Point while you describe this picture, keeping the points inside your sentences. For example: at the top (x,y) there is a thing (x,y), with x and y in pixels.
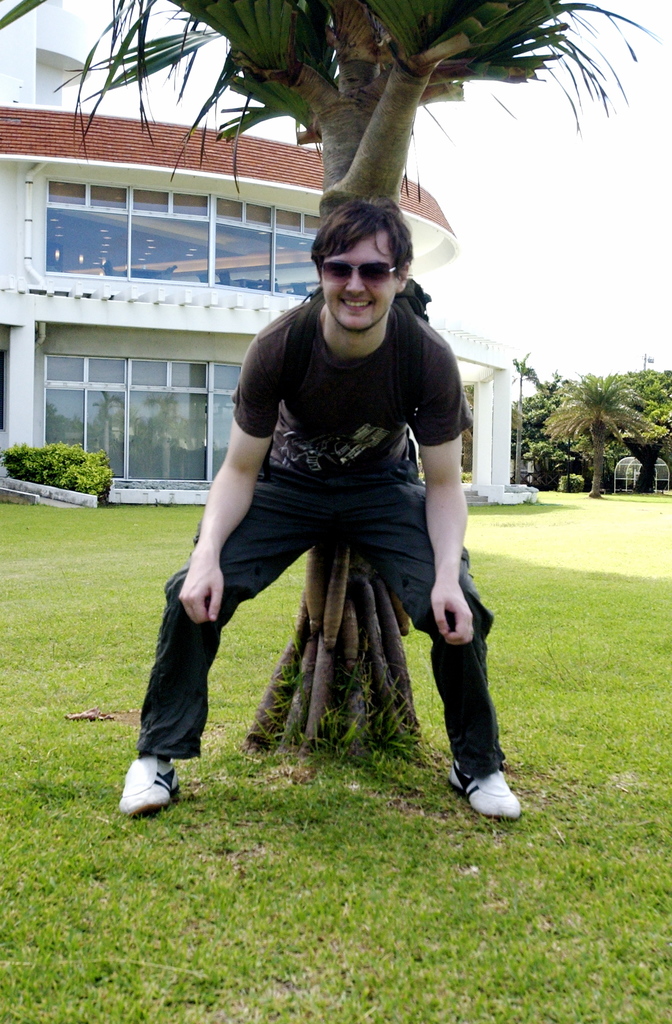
In this image, we can see a person (353,369) wearing spectacles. We can see the ground (216,777) with some grass (513,611). We can see some trees (333,95), plants (63,473) and the sky (584,367). We can also see a object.
